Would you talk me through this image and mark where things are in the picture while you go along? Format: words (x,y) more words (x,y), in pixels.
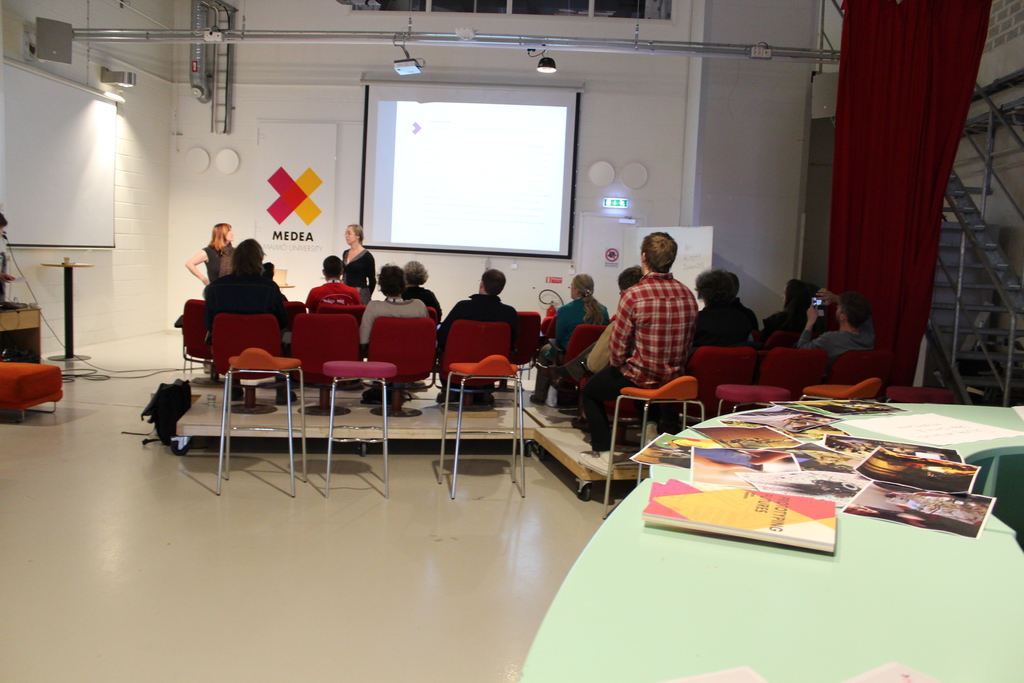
In this image in the center (380,290) there are group of people (422,290) who are sitting on a chairs (353,309). On the background (215,205) there is a wall (784,163), on that wall (788,181) there is one screen (453,120) and on the bottom of the right corner (687,615) there is one table (818,576) on that table (770,549) there are some books (770,529). On the top of the right corner (880,230) there is one curtain (899,107) and on the left side (117,117) there is wall (125,121) and one pole (301,40) is there in the center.
